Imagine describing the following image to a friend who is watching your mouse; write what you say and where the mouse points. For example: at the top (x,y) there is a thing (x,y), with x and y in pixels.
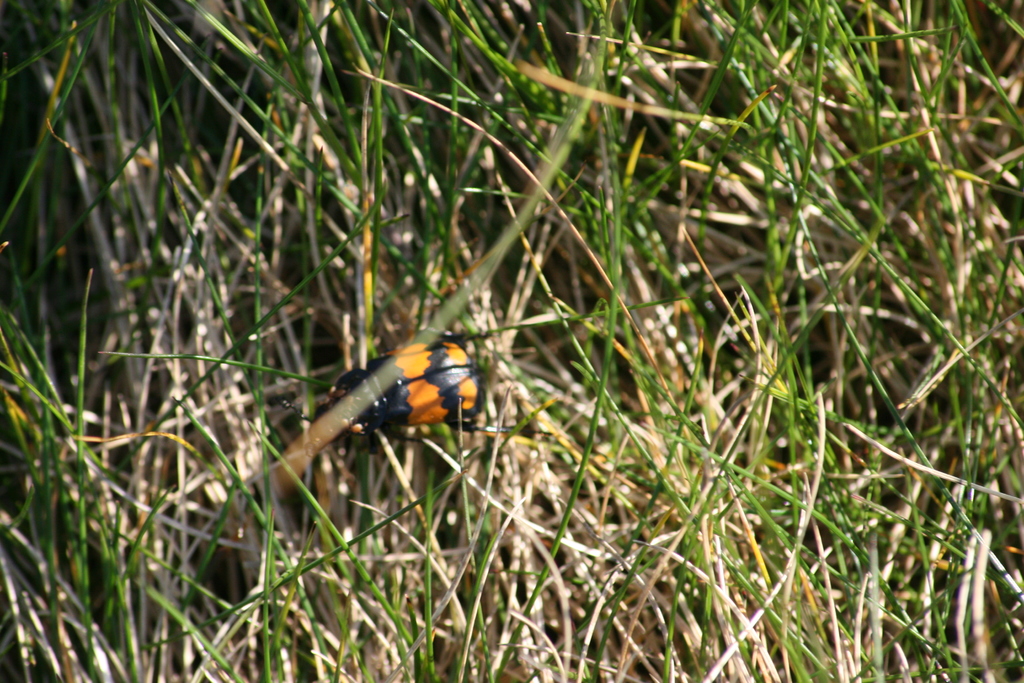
In this image I can see an insect (359,381) which is black and orange in color and the grass (473,164) which is green, cream and brown in color.
